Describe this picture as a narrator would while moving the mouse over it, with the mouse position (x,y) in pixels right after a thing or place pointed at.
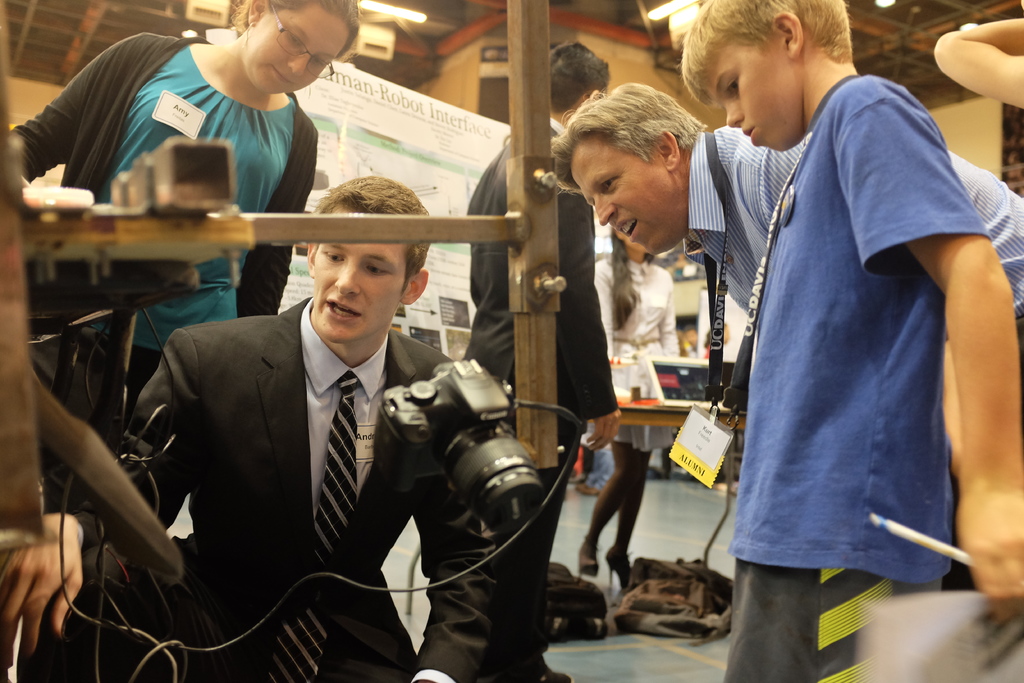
This picture describes about group of people (476,295), few people (65,129) wore tags (688,449), in the middle of the image (422,413) we can see a camera (452,421), in the background (441,158) we can find baggage (719,603), few lights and a hoarding (456,167).
